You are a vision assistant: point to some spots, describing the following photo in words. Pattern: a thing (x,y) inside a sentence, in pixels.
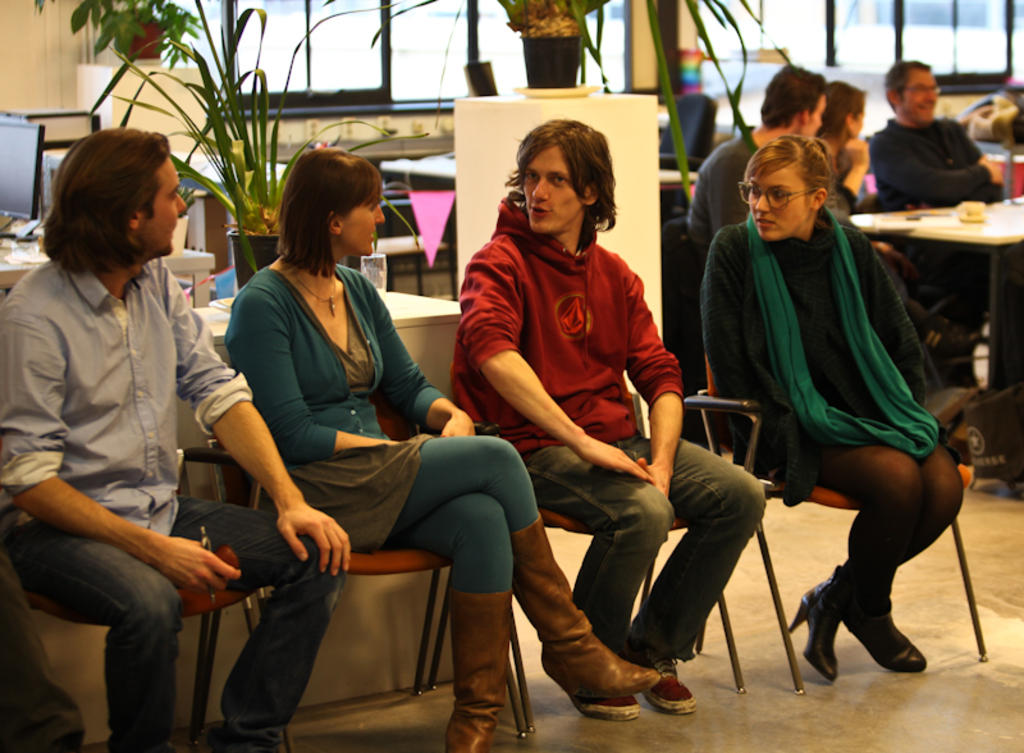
There are few people (797,308) sitting on the chairs (238,494). this looks like a table (997,215) with some object (972,210) on it. These are the house plants (542,50) placed on the pillar (541,105). This is a monitor (11,137) placed on the table (14,273). At background (697,110) I can see chairs (709,127) and some objects (485,75). These looks like windows (860,35).
